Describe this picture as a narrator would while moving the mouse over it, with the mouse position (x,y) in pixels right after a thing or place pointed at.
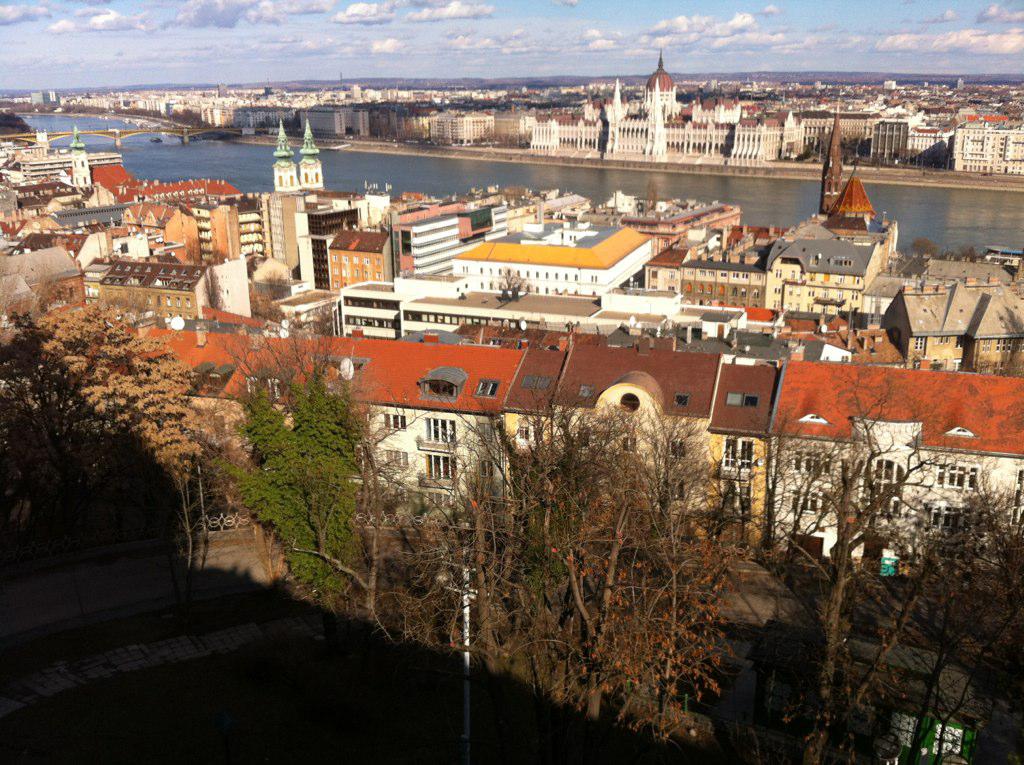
In this image I can see there are buildings (260,202) and in between the buildings (702,232) there is a water (234,162) and a bridge (58,135). And there are trees (574,563) and a grass (310,696). And there is a wall (220,564) and a current pole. And at the top (401,32) there is a cloudy sky (793,48).
